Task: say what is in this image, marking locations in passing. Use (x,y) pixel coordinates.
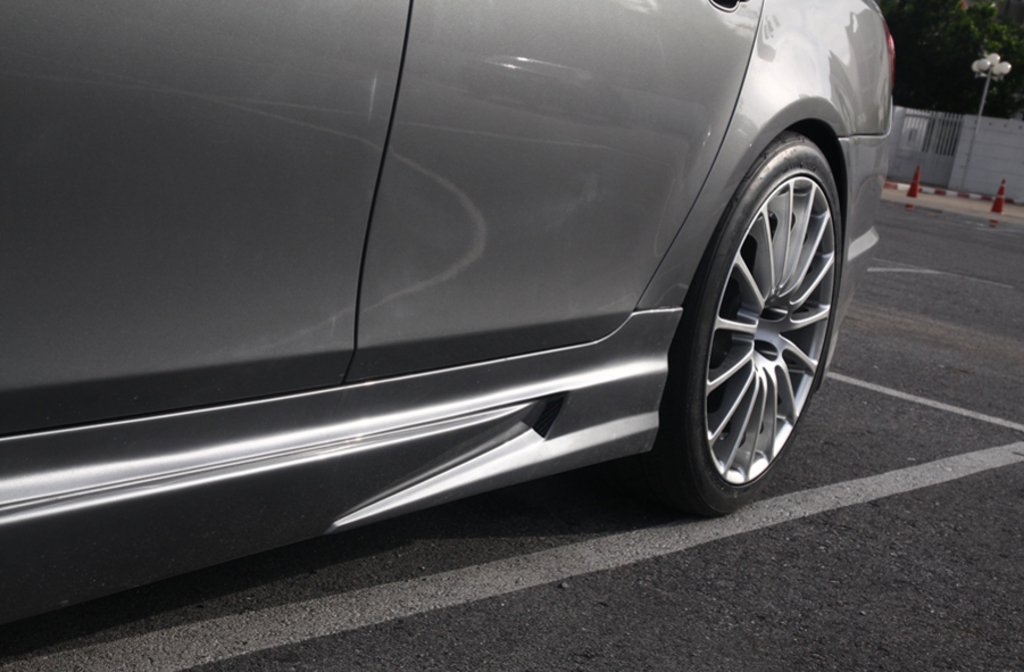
This image is taken outdoors. At the bottom of the image (486,614) there is a road (474,593). At the top right of the image (933,59) there are few trees (946,69). There is a wall (990,154) and there is a gate (916,138). There is a street light (996,77) and there are two safety cones (910,184) on the road (948,200). In the middle of the image (483,370) a car (286,544) is parked on the road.
